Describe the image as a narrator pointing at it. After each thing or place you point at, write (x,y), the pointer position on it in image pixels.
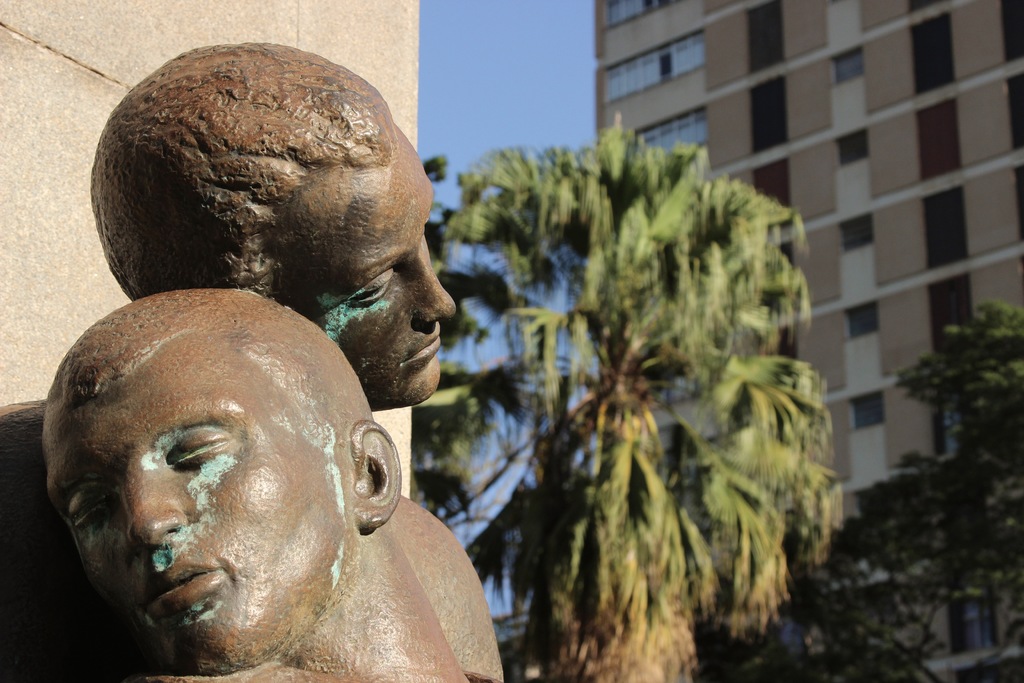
In this image I see the wall (367,50) and I see sculptures (279,281) over here which is of brown in color. In the background (513,425) I see the trees (716,296), a building (683,89) and the blue sky (488,53).
